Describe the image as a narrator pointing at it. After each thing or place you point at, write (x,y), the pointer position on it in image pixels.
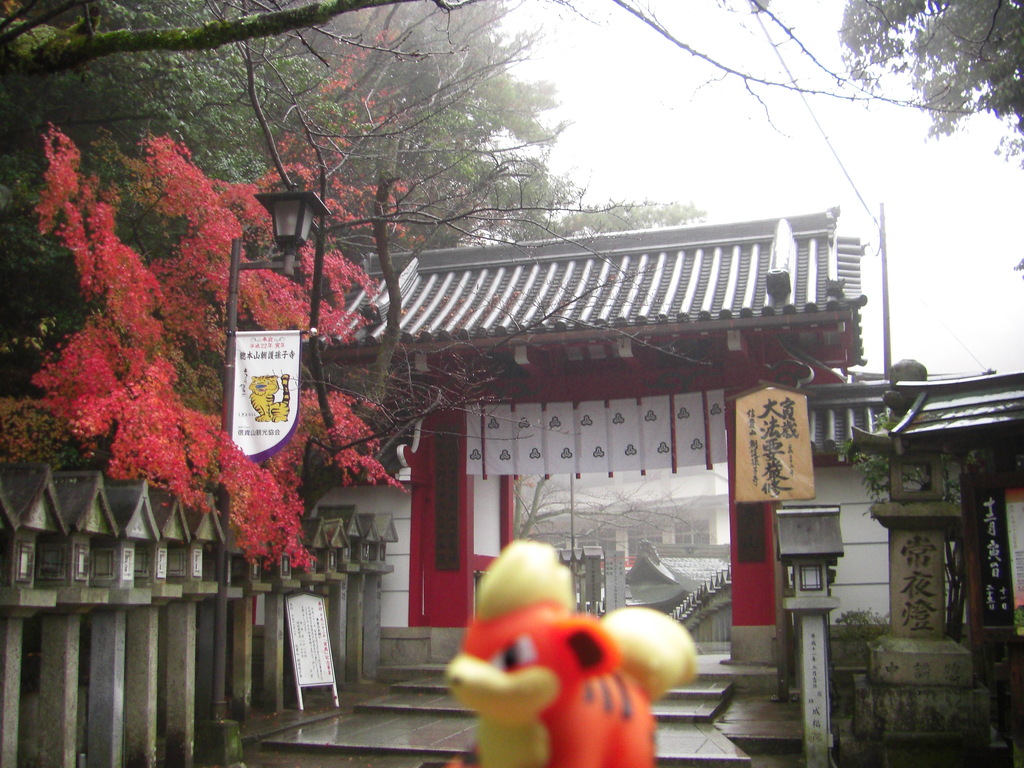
This is an outside view. At the bottom of this image (517,666) there is a toy (494,670). In the background (581,542) there is a building (702,351). On the right side (936,512) there are few pillars (825,686). On the left side (44,688) there are few poles (184,579). In the background (237,224) there are some trees (193,156). At the top of the image (653,104) I can see the sky (695,105).
